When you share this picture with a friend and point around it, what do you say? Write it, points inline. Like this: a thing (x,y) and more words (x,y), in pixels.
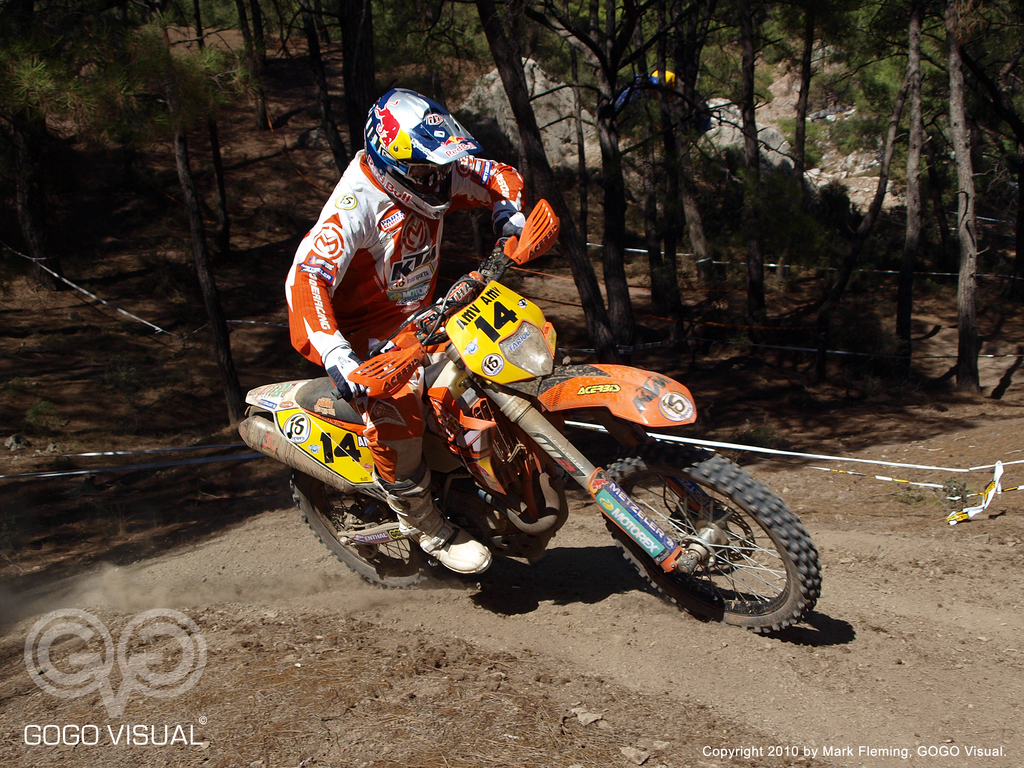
In this image I can see a person (462,200) riding bike (555,433). The person (406,251) is wearing white and orange color dress (371,258). Background (694,23) I can see few trees (578,25) in green color.
